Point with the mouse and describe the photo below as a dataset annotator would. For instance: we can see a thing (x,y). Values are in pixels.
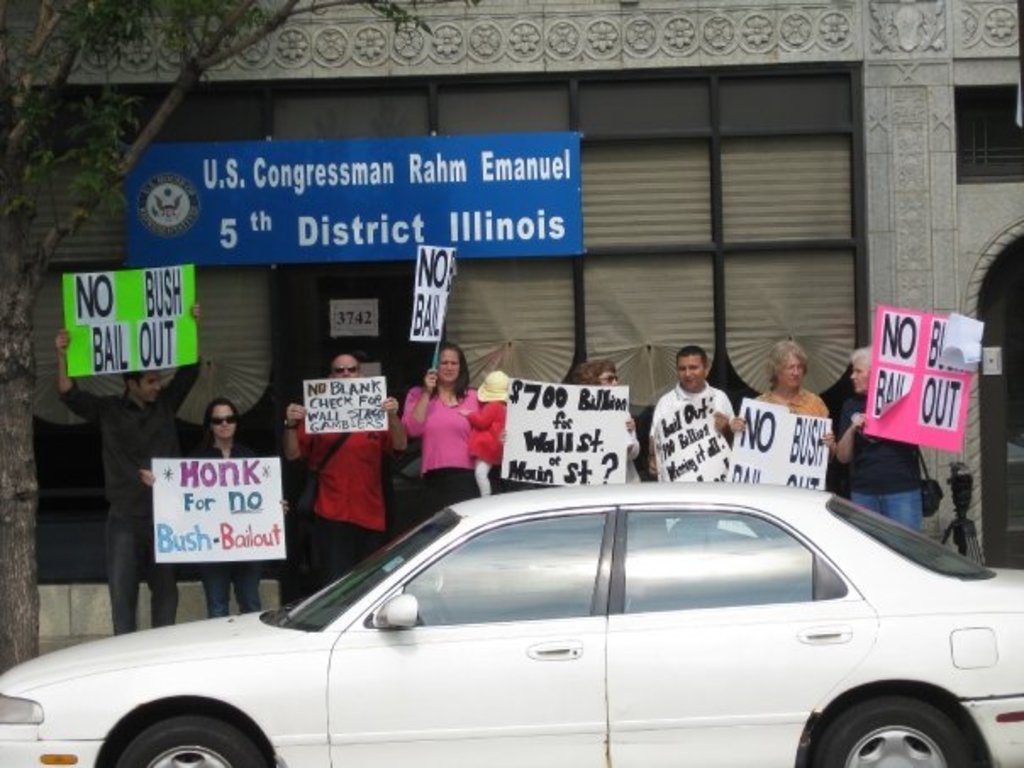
In this picture I can see the vehicle (588,599) on the surface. I can see people (386,408) standing and holding the boards (374,396). I can see the tree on the left side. I can see the building (580,301) in the background (602,270).
